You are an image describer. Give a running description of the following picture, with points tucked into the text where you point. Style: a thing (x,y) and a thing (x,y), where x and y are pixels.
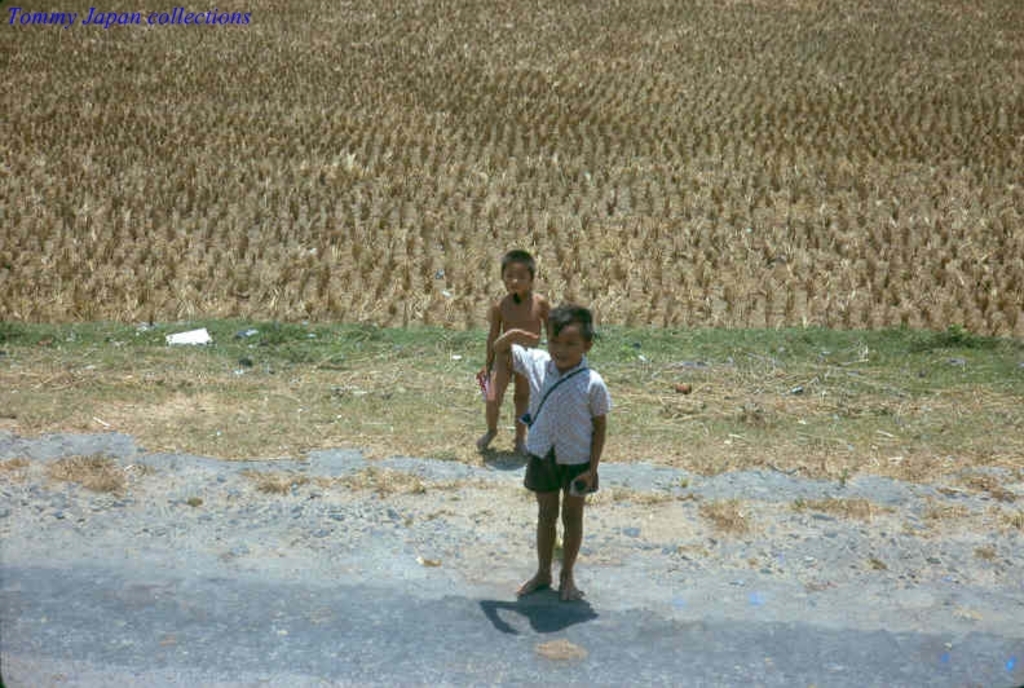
In the background (306,140) we can see dried field area (520,140). In this picture we can see two boys (589,447) standing. At the bottom (264,552) this is a road (249,628).
